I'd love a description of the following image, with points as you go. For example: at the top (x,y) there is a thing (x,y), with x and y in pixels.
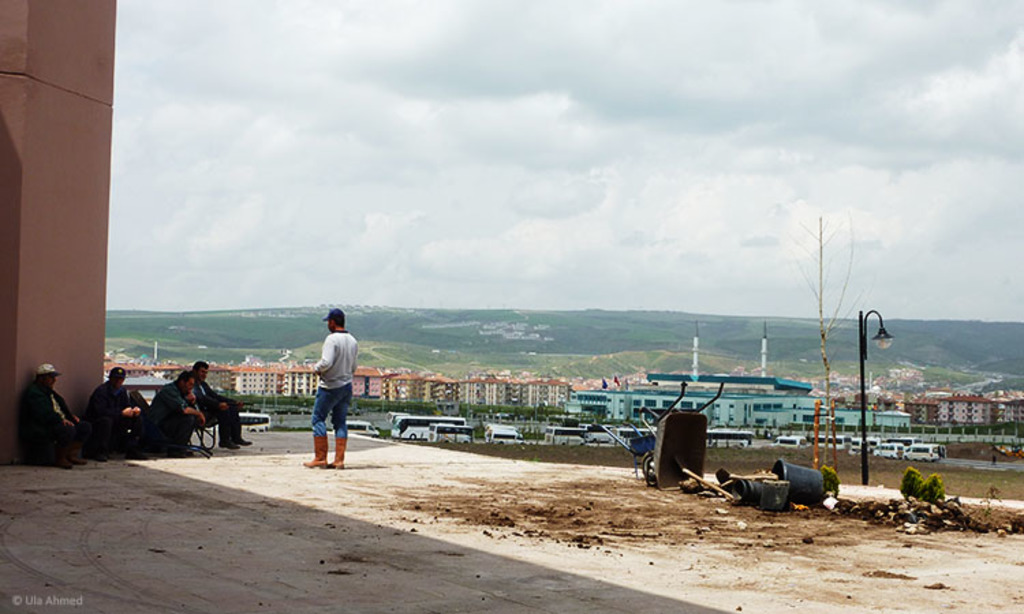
In this picture in the center (352,389) there are persons (160,412) sitting and there is a person (341,396) standing, there are stones (968,515) and there are buckets (757,492) on the ground (823,518) and there is a trolley (674,460), there is a light pole (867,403) which is black in colour. On the left side (31,180) there is a wall (56,220). In the background (514,406) there are vehicles (882,447), buildings (857,413), poles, there's grass (533,362) on the ground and there are mountains (569,333) and the sky (565,136) is cloudy.
